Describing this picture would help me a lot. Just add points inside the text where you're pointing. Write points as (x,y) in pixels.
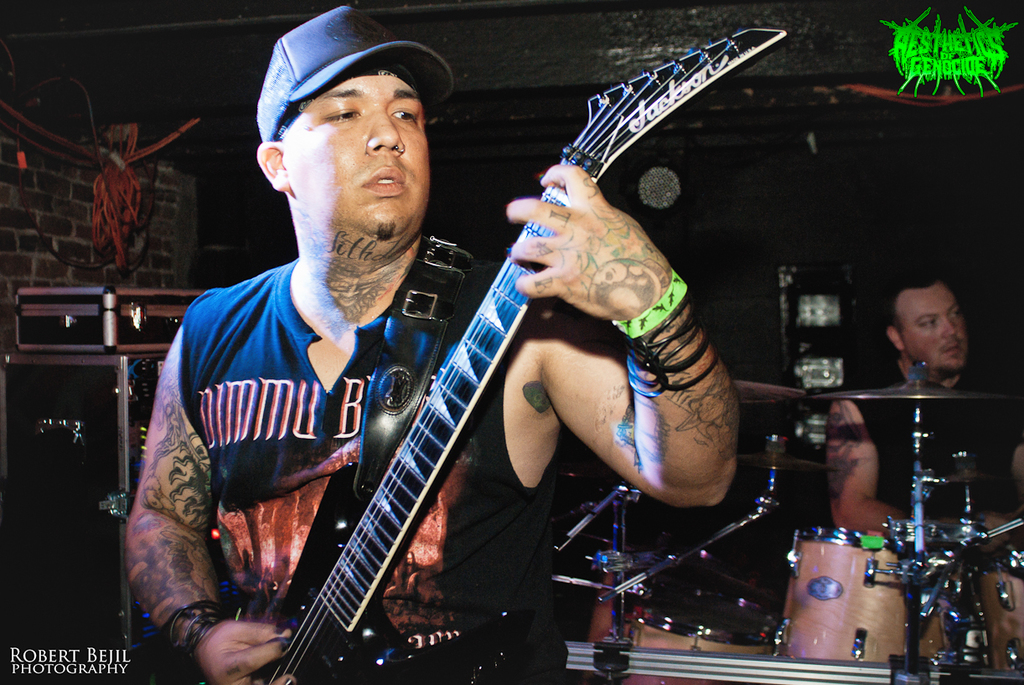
In this picture a tattooed guy (373,183) is playing a guitar (449,422). In the background (893,368) a man (901,378) playing drums (889,391) and few black sound boxes (86,434).
